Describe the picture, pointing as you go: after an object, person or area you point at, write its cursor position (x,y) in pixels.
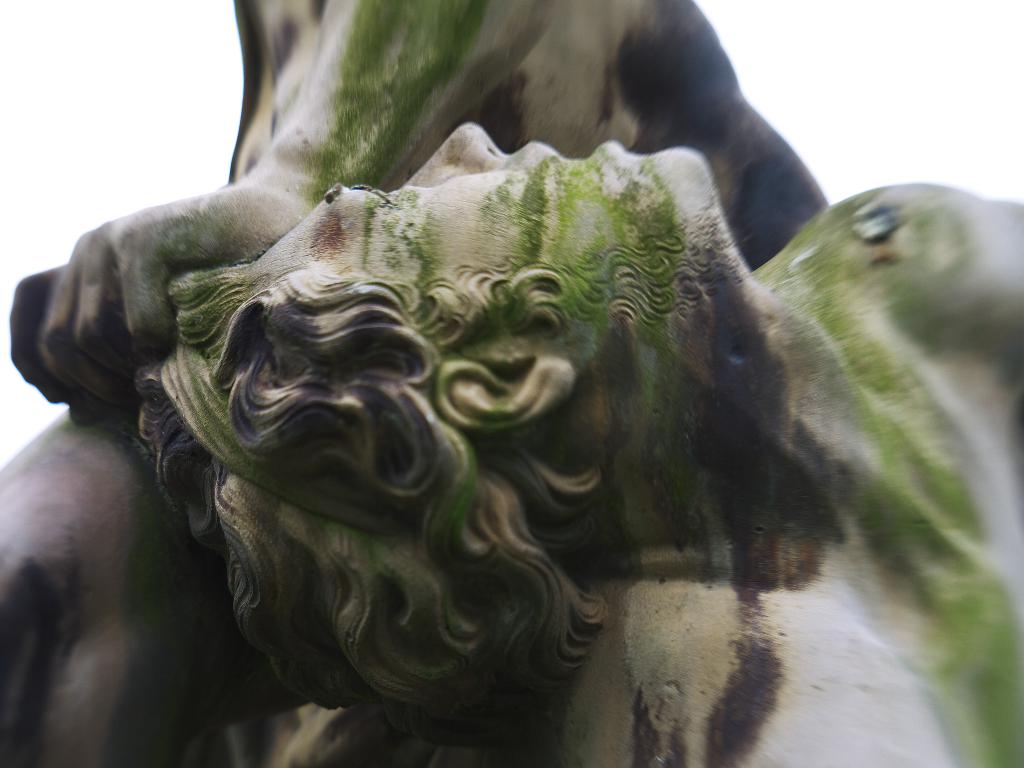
In this picture we can see statues (767,213). In the background of the image (901,96) it is white.
